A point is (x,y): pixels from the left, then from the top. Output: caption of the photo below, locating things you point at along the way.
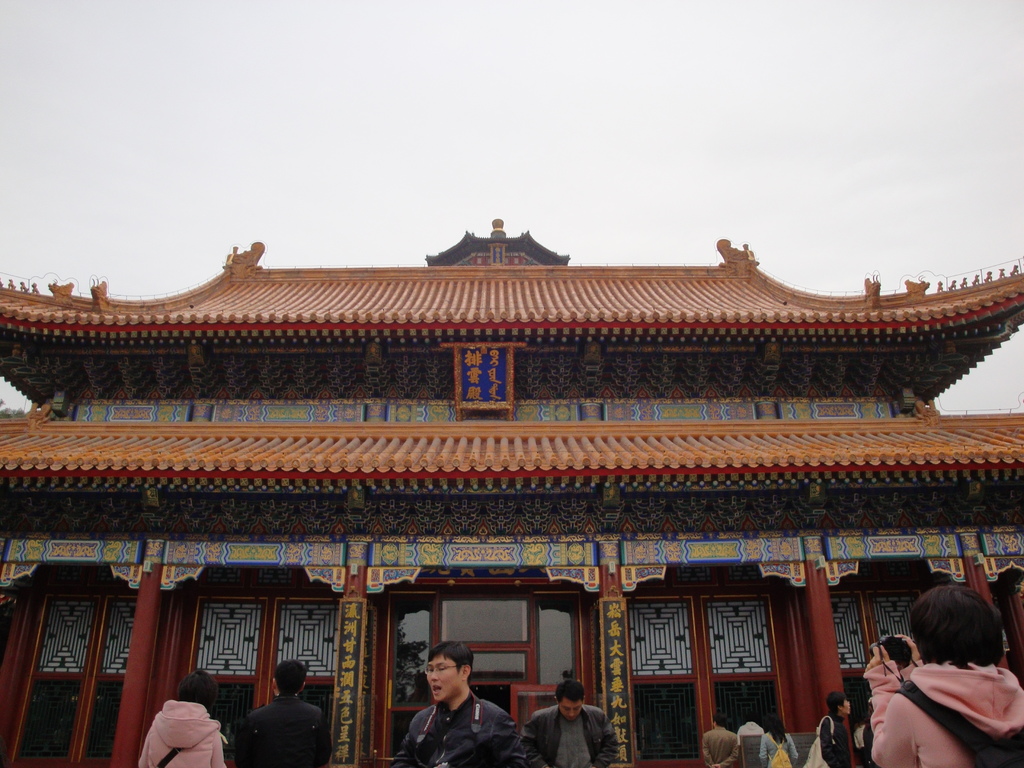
In this picture we can see group of people (466,743), behind them we can see a building (552,417) and we can find a hoarding (500,382) on the building (525,398).
